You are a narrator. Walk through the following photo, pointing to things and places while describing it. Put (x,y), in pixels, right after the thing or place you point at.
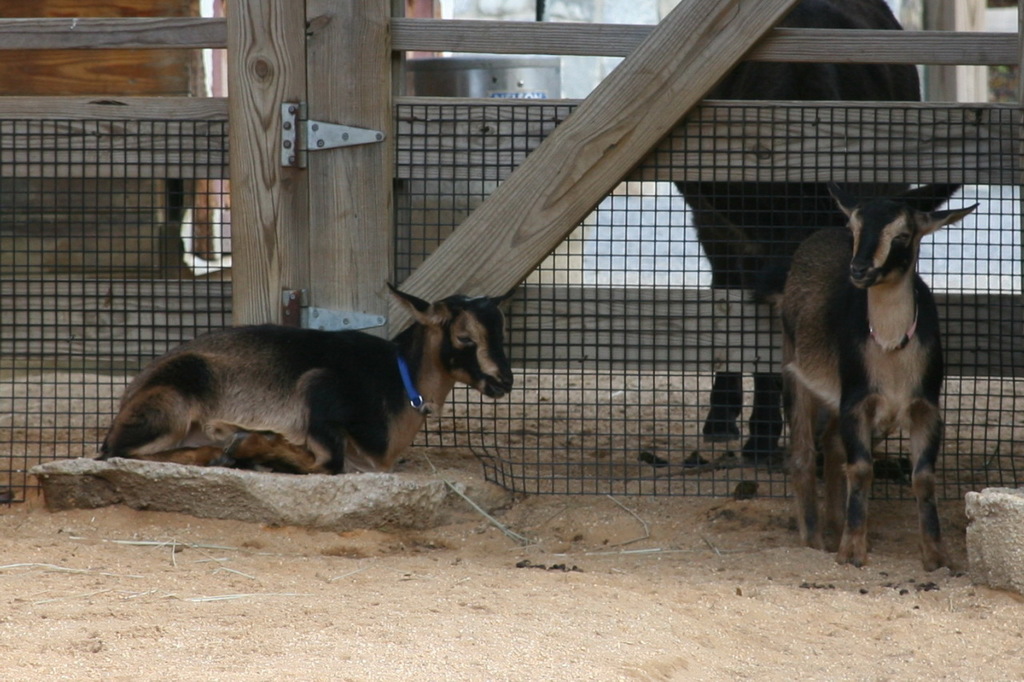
In this image, we can see goats (335,394), stones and ground (604,573). In the background (556,348), we can see the mesh (1016,386) and wooden railing (583,194). Through the mesh (758,192) and wooden railing (704,94), we can see an animal (770,88), wooden objects (163,60) and few things (205,52).
